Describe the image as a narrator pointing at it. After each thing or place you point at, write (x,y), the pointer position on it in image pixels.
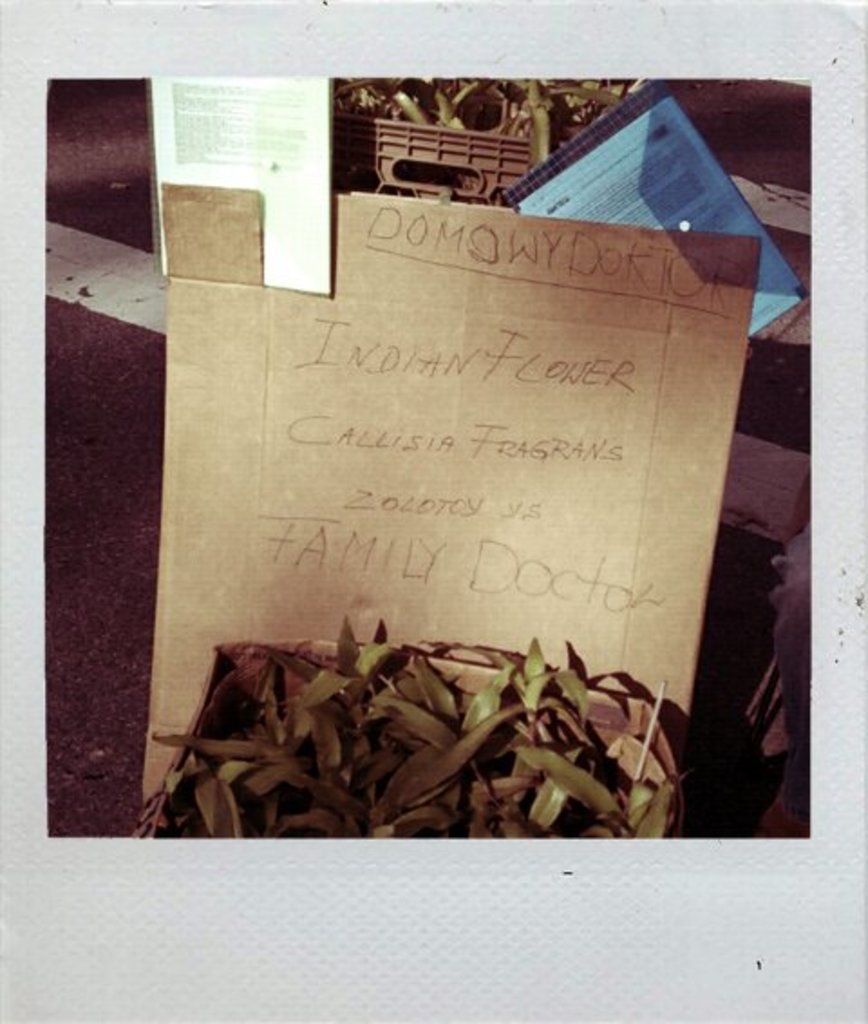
Here in this picture we can see a plant (369,676) present on the road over there and behind it we can see a board (466,204) with some text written on it and we can also see other plants (514,105) in baskets (376,155) present over there.
